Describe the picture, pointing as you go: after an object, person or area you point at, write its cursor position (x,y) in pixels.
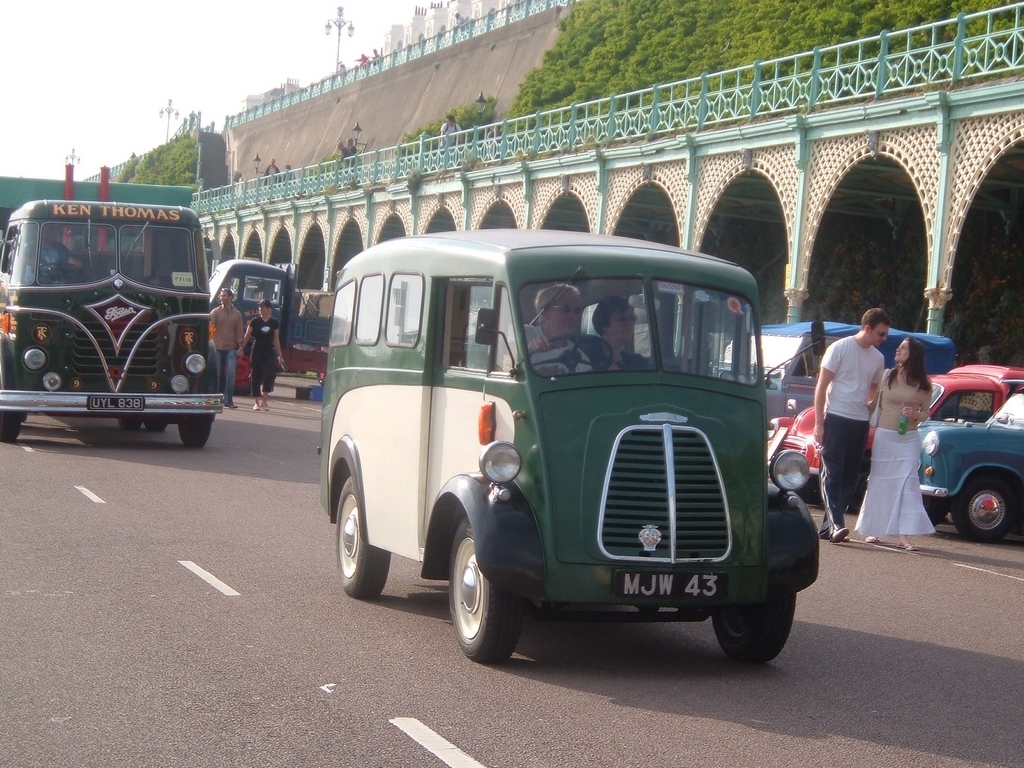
In this image there are some vehicles (416,346) in middle of this image (461,316) and there is a building (505,187) in the background (453,212). There are some persons (217,332) standing on the left side of this image (231,335) and right side of this image (839,445) as well. There are some trees (652,79) on the top right corner of this image (760,46). There is a road (248,597) in the bottom of this image (226,627) and there is a sky (171,66) on the top of this image (196,48).
